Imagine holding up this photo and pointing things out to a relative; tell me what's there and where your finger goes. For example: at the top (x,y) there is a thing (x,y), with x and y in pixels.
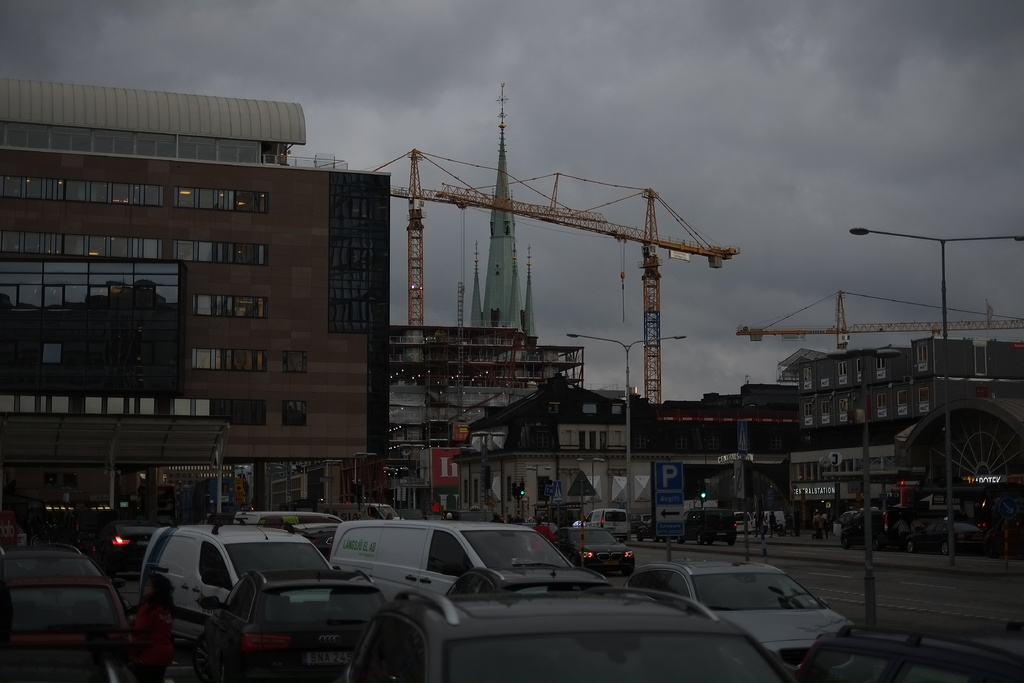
This image is clicked on the road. There are vehicles (462,573) moving on the road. Beside the road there is a walkway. There are street light poles (942,276), sign board poles (665,480) and a few people (772,520) walking on the walkway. In the background (215,379) there are buildings (384,368) and towers (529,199). At the top (573,60) there is the sky (594,73).
